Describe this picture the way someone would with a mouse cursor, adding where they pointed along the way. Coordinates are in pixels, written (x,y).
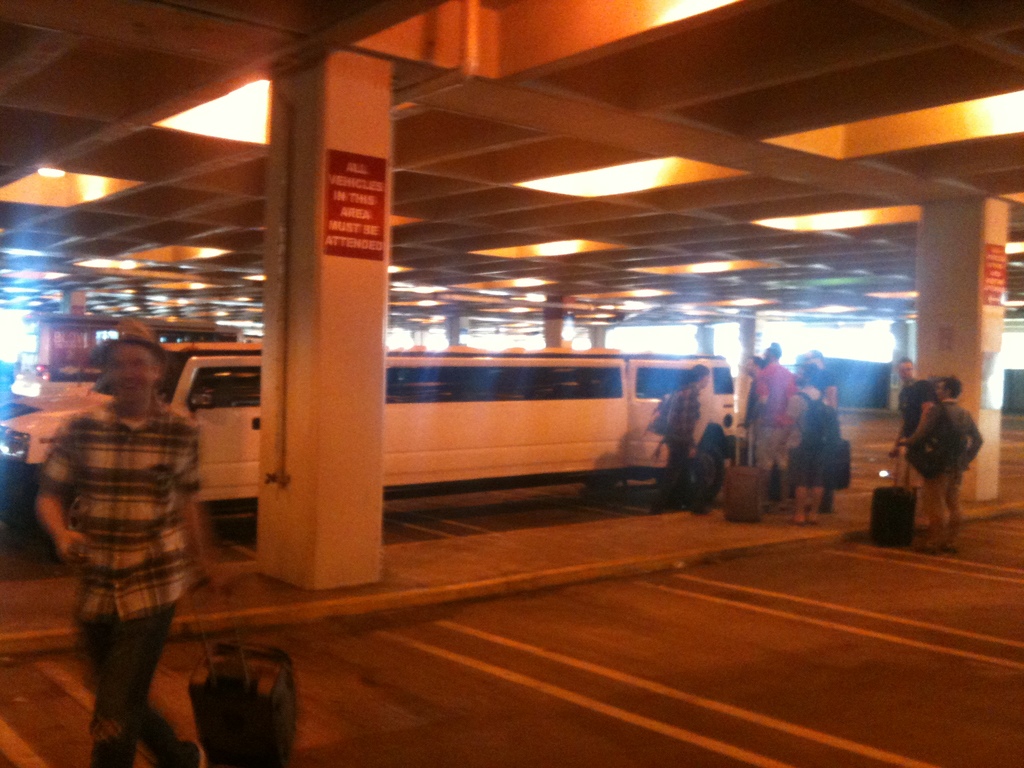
In this image we can see the parking lot (490,659) with vehicles (179,414), pillars (994,319) and also the roof (697,172) with lights (697,172). We can also a few people (797,472) with luggages (938,441). At the bottom (699,632) we can see the path (900,619) and we can also see the posts (348,193) with text (372,200) attached to the pillars (367,286).
